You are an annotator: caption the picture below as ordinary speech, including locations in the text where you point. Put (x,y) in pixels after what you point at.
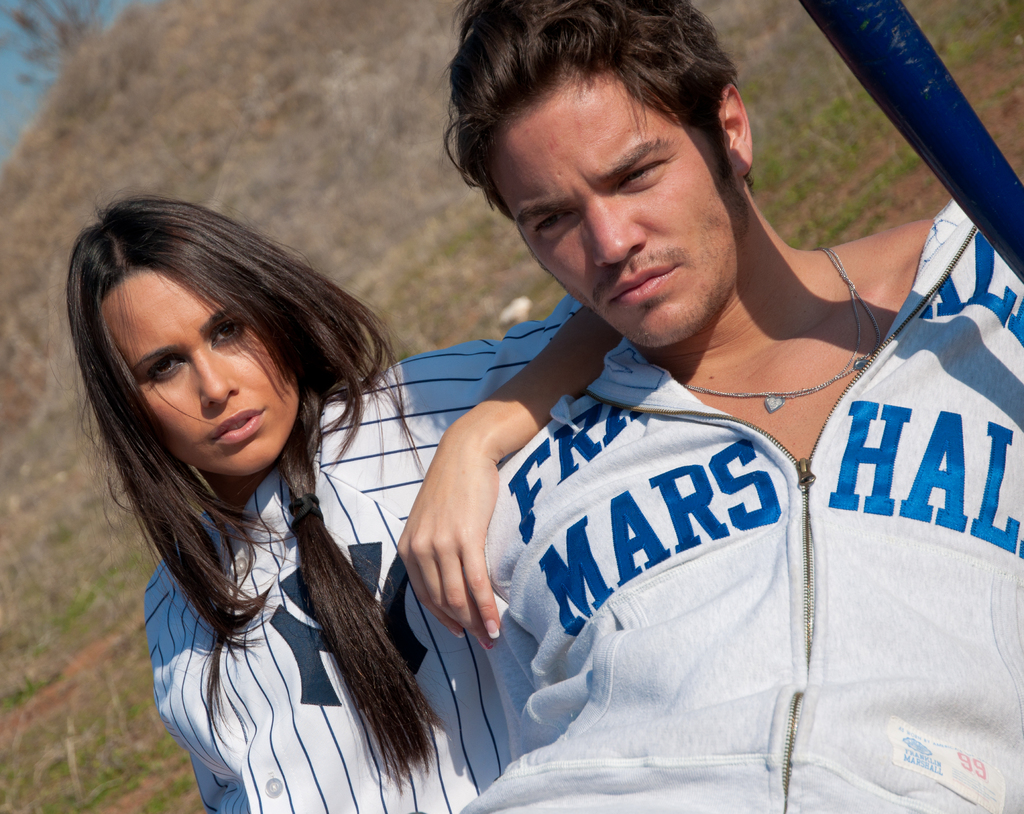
In this image we can see a man (710,366) and a woman (266,484). In the top right (946,155), we can see a blue object (909,88). Behind the persons (251,377) we can see the grass (400,238). In the top left (17,50), we can see the sky (24,85).
